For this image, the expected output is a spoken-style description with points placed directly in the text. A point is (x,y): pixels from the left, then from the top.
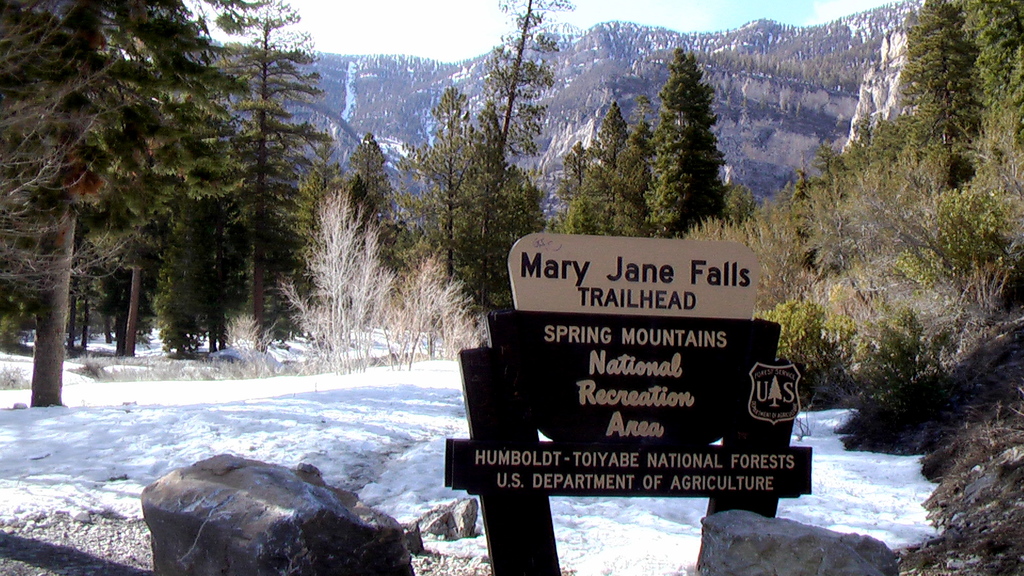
We can see boards (657,494) on wooden poles (509,553), plants (875,336), trees (186,87) and snow (600,558). In the background (647,38) we can see mountain (590,47) and sky (615,9).
